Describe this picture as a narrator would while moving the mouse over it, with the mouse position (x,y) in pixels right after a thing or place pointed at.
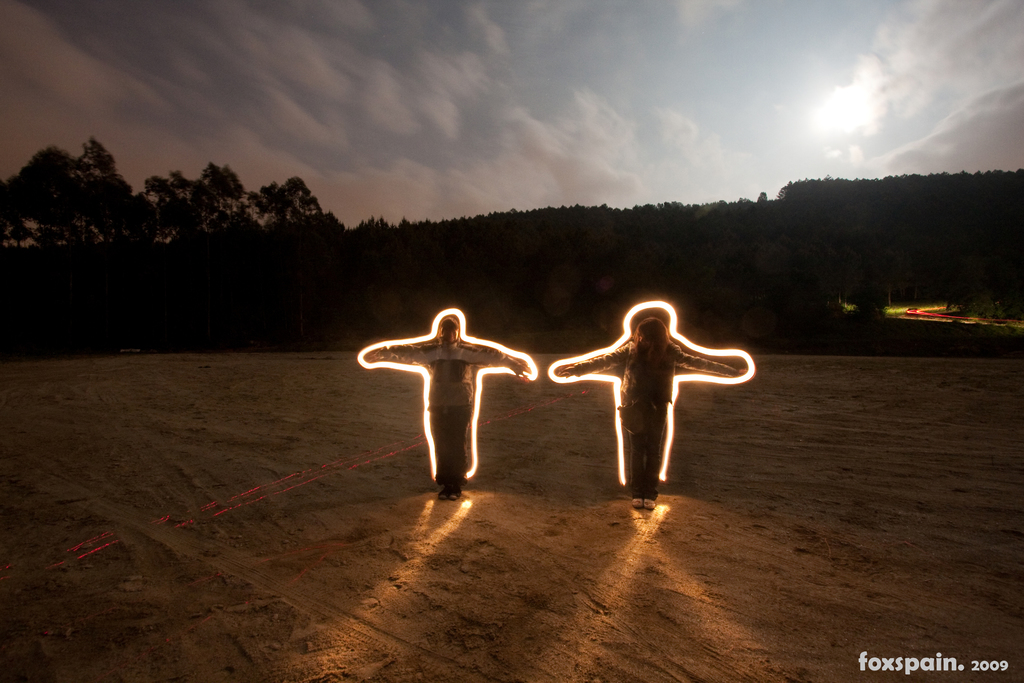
In this picture we can see lights (412,340) around two people (441,450). There is sand (90,489). We can see a watermark (976,662) in the bottom right (906,674). A red light trail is visible on the ground (607,388) on the right side (909,310). There are a few trees (3,235) from left to right. Sky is cloudy.
